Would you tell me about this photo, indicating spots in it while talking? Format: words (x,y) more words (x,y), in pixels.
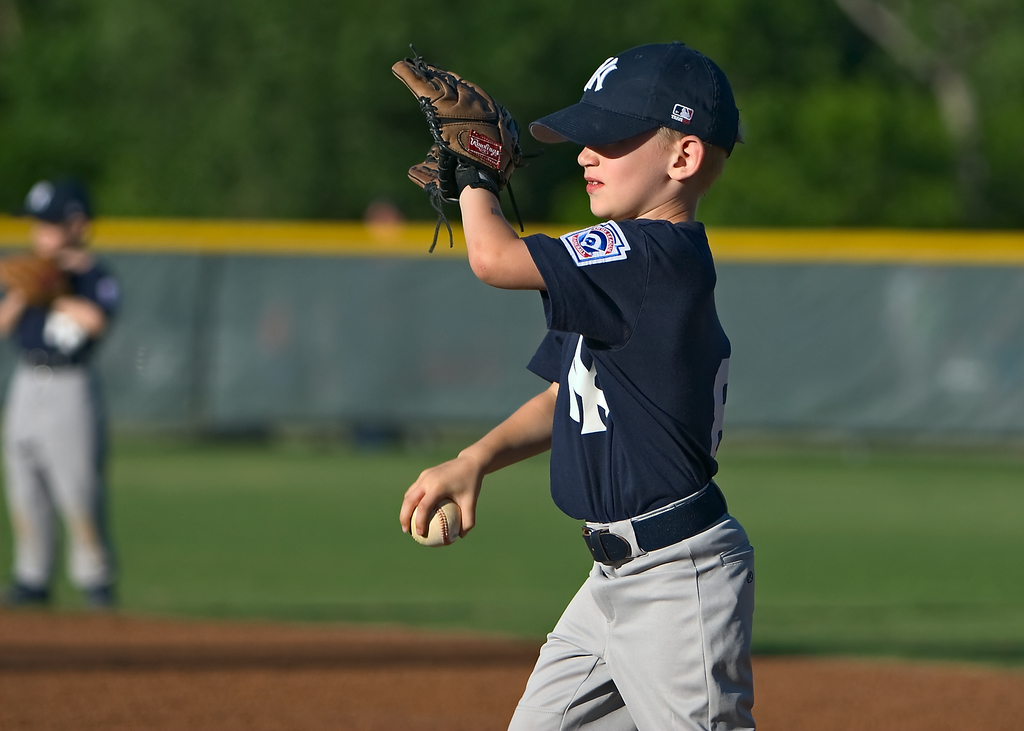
In this image in the foreground (635,397) there is one boy (588,448) who is holding a ball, and in the background (35,311) there is another boy (26,341) who is standing. At the bottom (372,681) there is grass (233,543) and sand (55,672) and in the center (343,361) there is one board (755,319), in the background (805,118) there are some trees (408,160) and some persons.
